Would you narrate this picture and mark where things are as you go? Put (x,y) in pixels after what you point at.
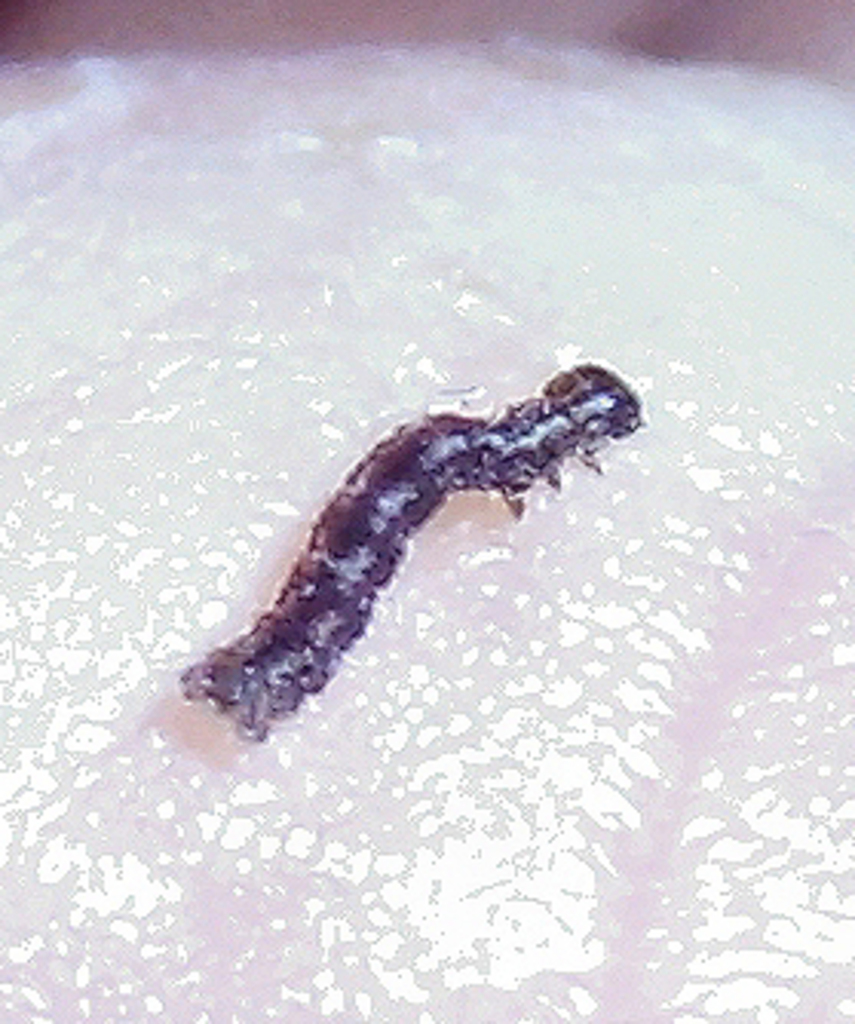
In this picture there is a larva (554,423) in the center of the image (364,534) on a surface (347,423).
